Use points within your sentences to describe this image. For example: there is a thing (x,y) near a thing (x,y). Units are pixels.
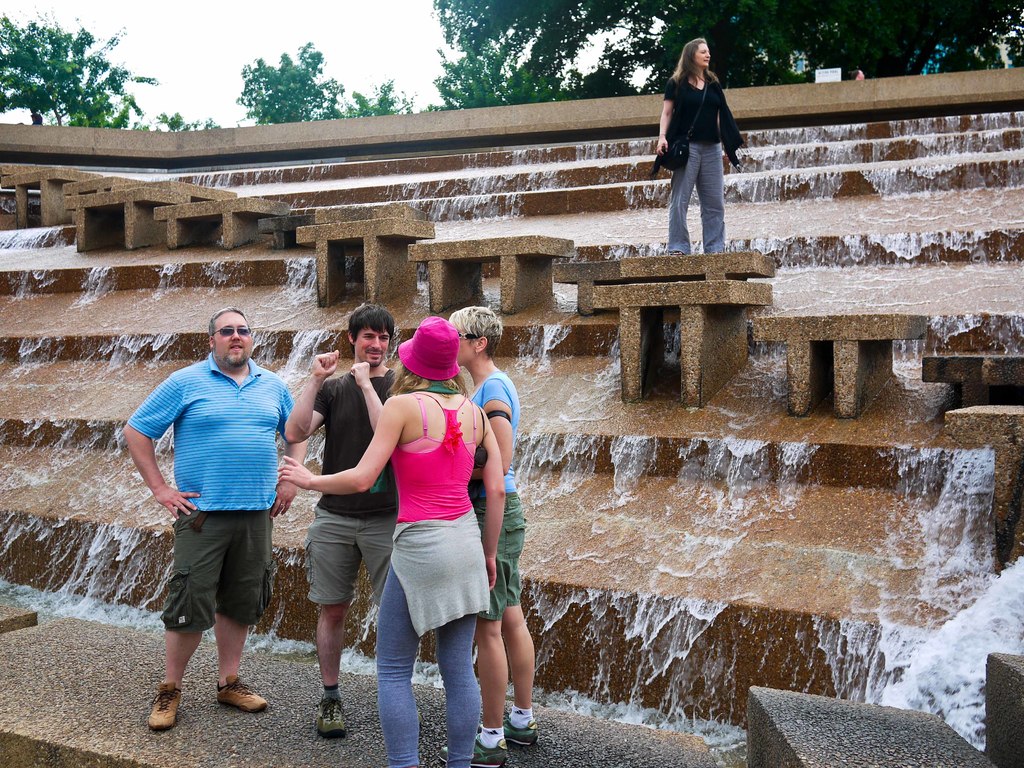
In this image there are group of people (365,425) standing, steps (568,218) fountain (660,304), and in the background (501,95) there are trees (817,49), sky (330,26).
